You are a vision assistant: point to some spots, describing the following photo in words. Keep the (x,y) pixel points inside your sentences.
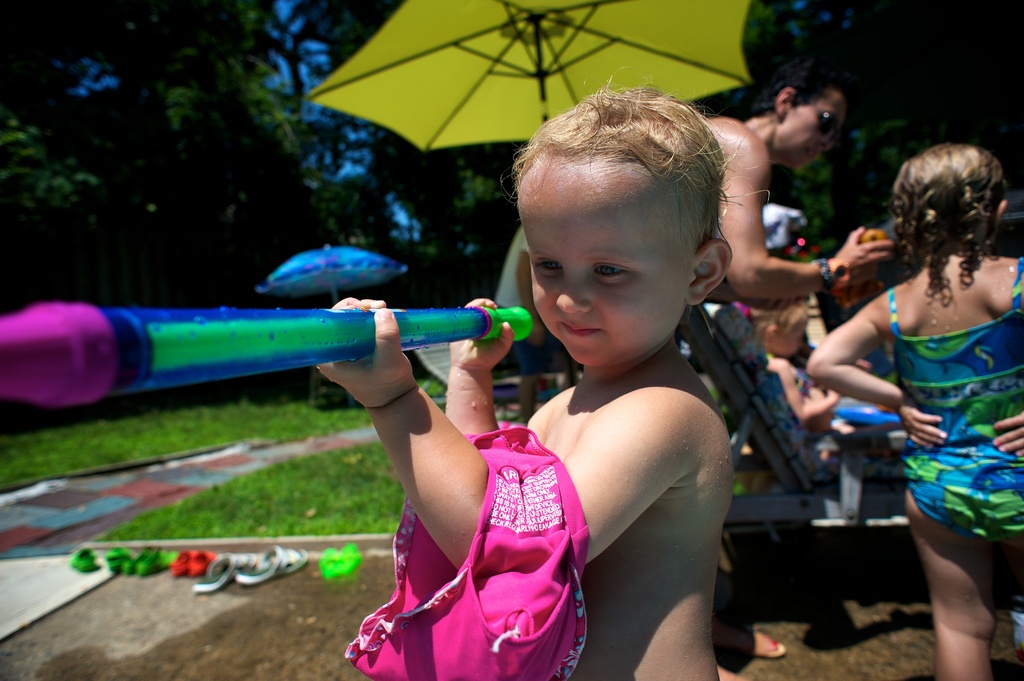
In this image I can see a child (671,376) playing in the foreground (396,386) and there are some other people (994,475) on the back (791,89), there are some trees (750,112) and slippers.
